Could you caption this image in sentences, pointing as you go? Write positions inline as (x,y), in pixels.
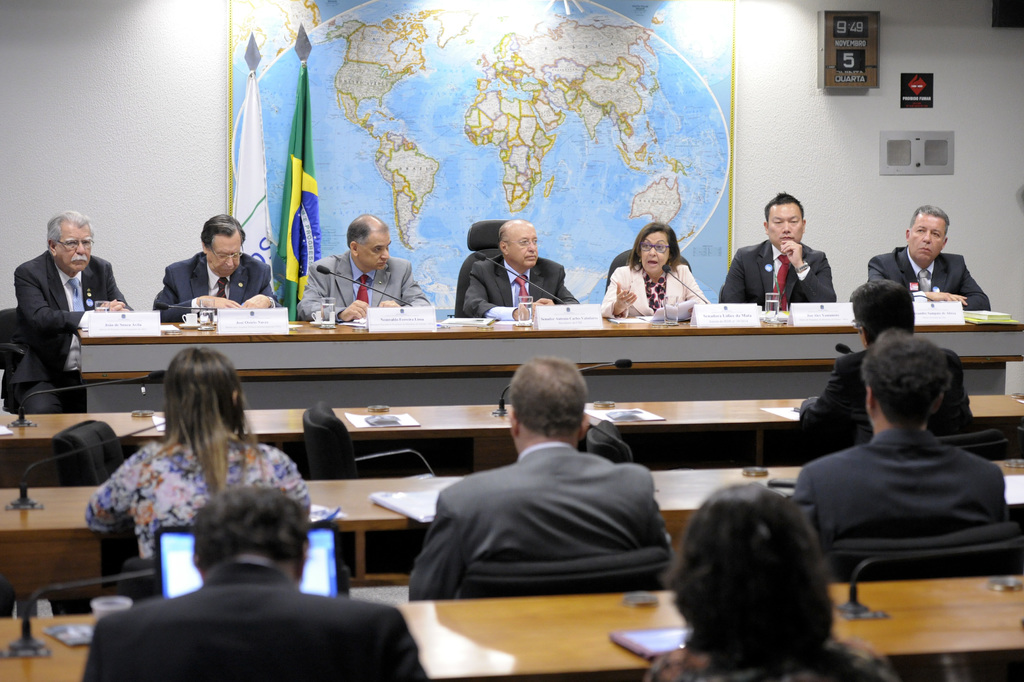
In this image there are few persons (34,313) sitting on the chair (610,573) before a table (462,432). Middle of image (473,291) a person (525,287) is wearing suit (485,283) and tie (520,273). Before him there is a table (515,324) having microphones (567,300), glasses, cups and saucers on it. Behind him there is a world map poster (609,208) attached to the wall (737,154), before it there are two flags (257,171). A clock (852,69) is attached to the wall (838,111). Bottom of image (221,609) a person (233,607) is having a laptop (315,569) before him.
